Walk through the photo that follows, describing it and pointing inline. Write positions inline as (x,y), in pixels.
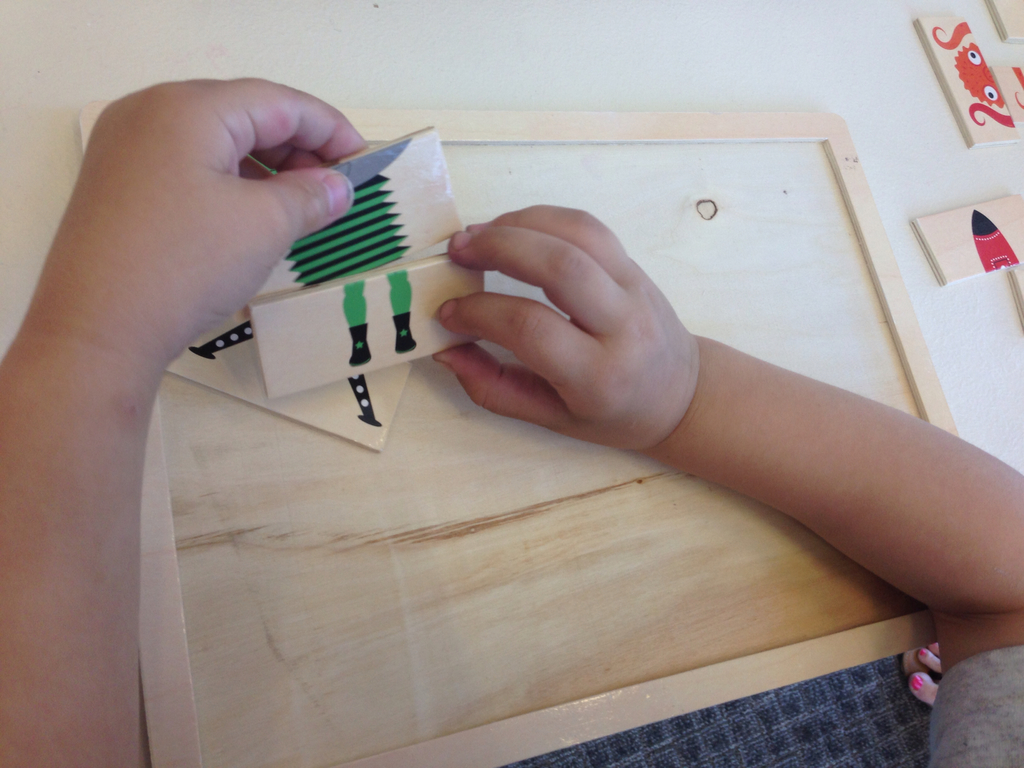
In the center of the image (666,423) we can see the hands (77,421) of a person (50,421) is holding one object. And we can see one table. On the table (717,584), we can see some objects (892,628). On the right side of the image (885,660), we can see toes (925,683) on the dark colored object (819,726).
